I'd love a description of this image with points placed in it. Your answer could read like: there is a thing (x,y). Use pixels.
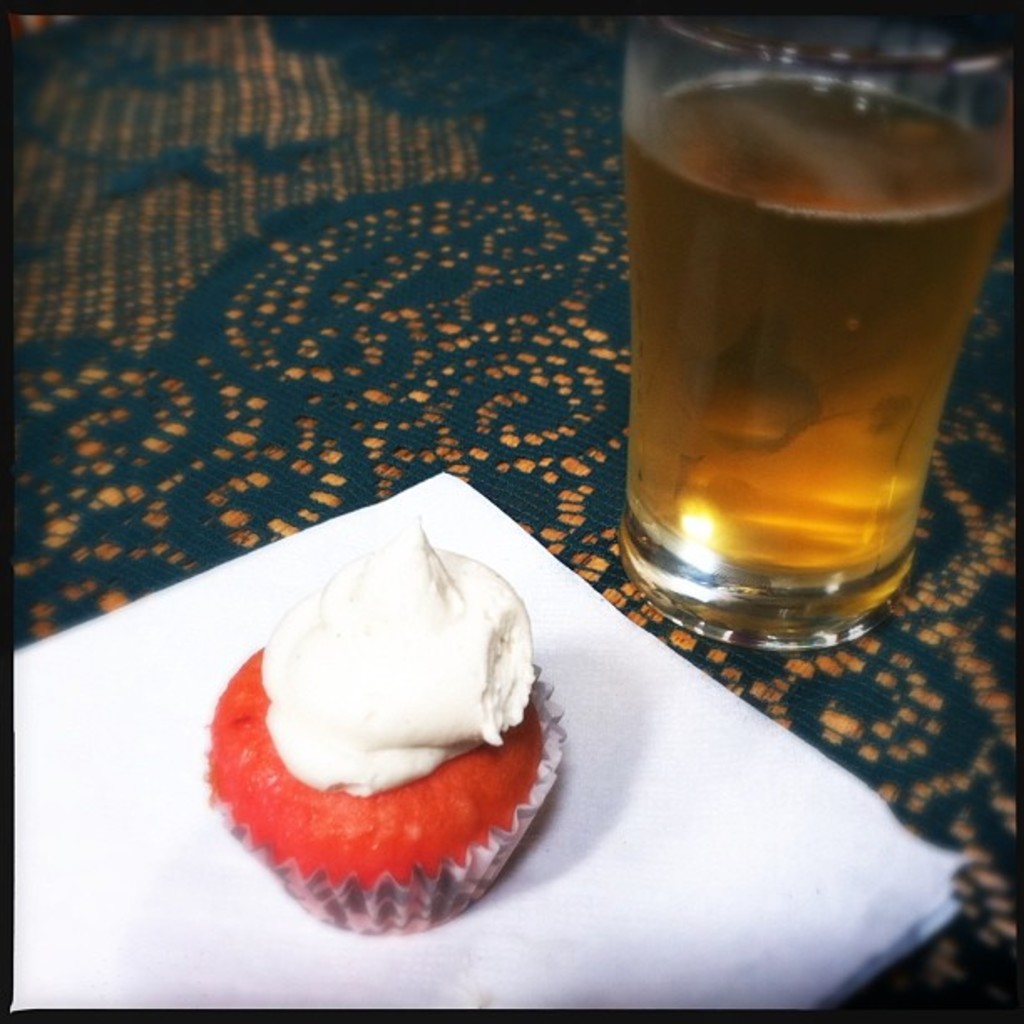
In this image there is a cupcake (450,740) with a cream (409,691) on it, on the tissues (637,673), and there is a glass of drink (792,133) on the table (598,501).
